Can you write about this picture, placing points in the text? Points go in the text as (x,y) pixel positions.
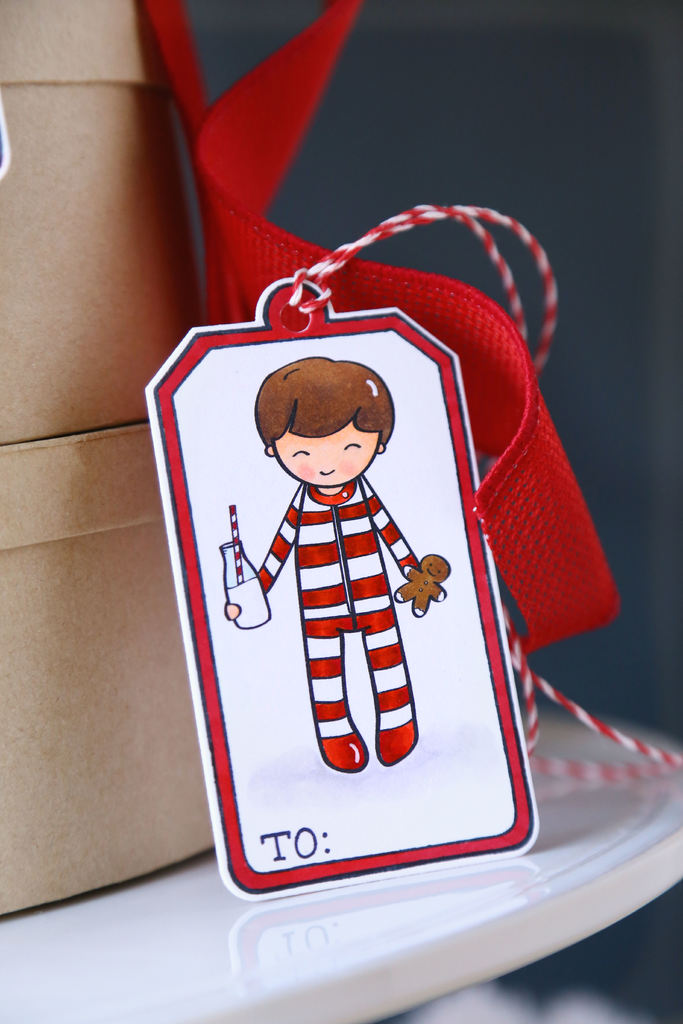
In this picture we can see a table (481,937) here, there are two cardboard boxes (142,545) on the table (467,934), we can see a ribbon (566,493) and a tag (316,676) here, in the background (566,184) there is a wall (555,117).
